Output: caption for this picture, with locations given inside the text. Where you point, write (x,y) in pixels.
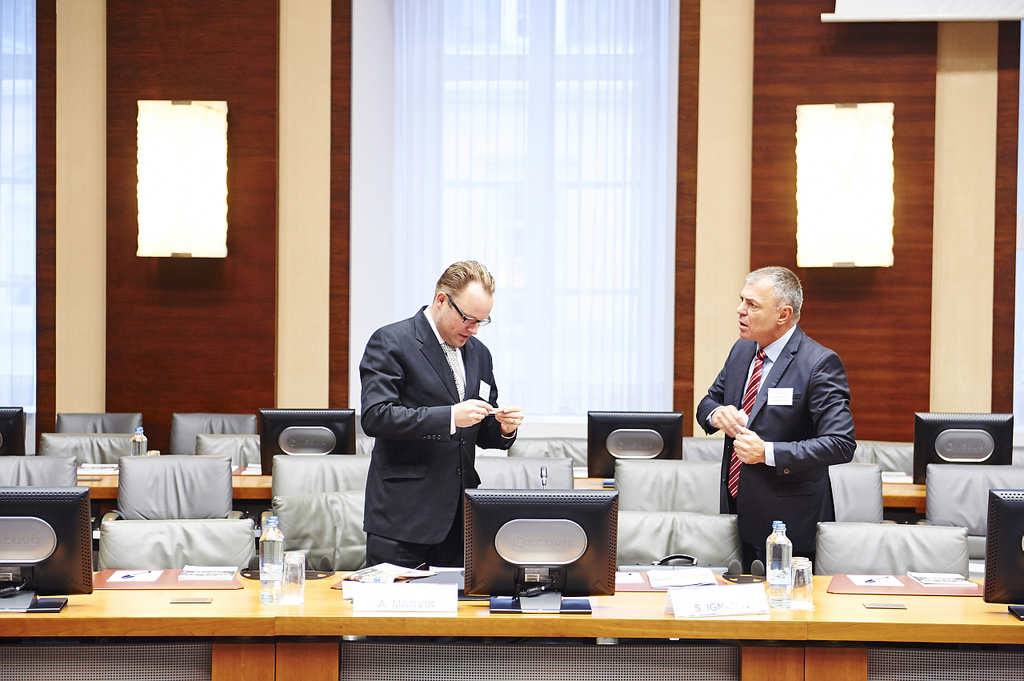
This image is taken inside a room (709,593). There are two persons (733,441) in this room (603,420) they both were men (439,428). In the left side of the image (211,399) there is a wall (245,409) and curtains (12,256). At the bottom of the image (10,528) there is a table (920,659) and there were monitors (571,577), bottles (262,553) and glasses (291,552) with water (269,564) and papers (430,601) were there on the table (818,622). In the right side of the image (866,35) there is a wall (905,244) with window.
